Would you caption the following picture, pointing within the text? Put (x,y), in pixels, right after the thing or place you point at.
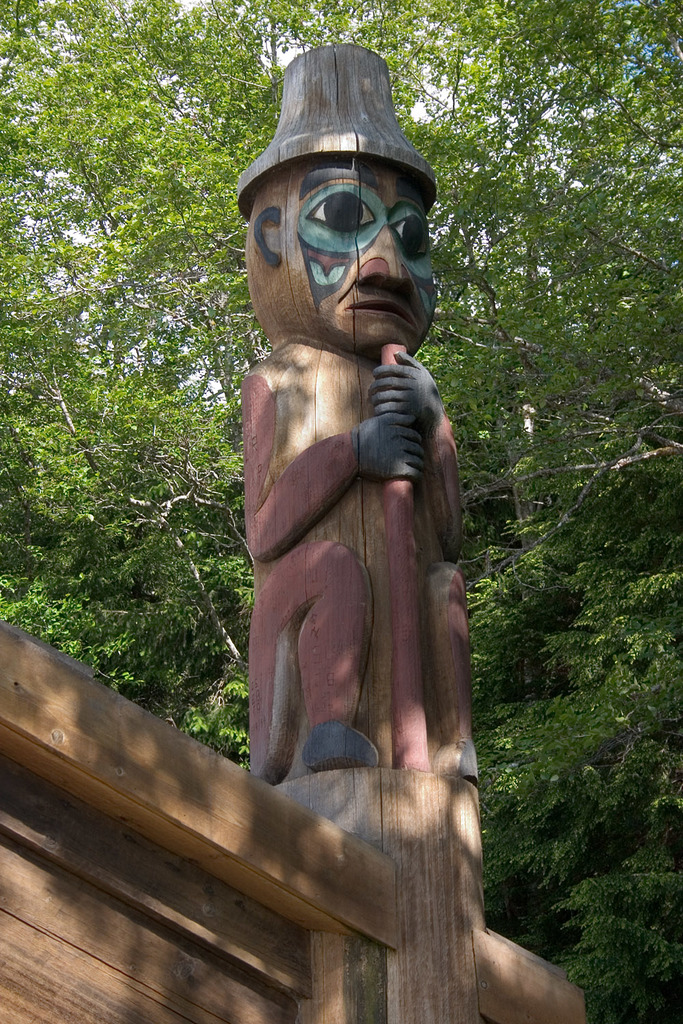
In this picture we can see a wooden sculpture (316,527) and behind the sculpture (329,534) there are trees (537,32) and a sky (52,249).
